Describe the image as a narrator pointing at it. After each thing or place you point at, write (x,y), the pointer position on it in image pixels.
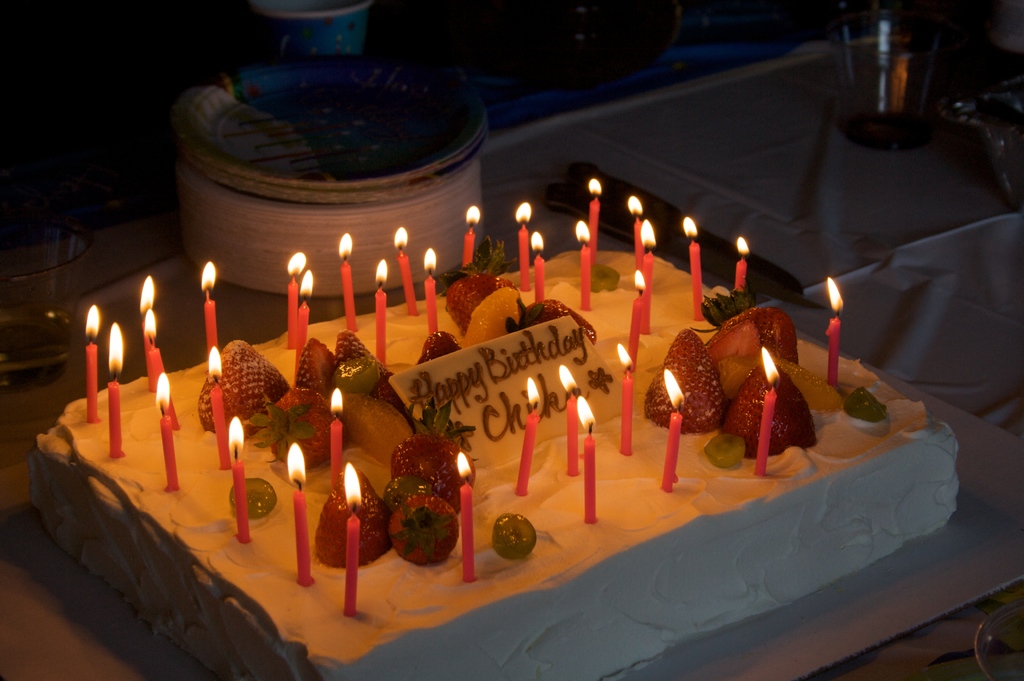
In this image we can see the group of candles (630,441), fruits (450,491) placed on a cake (639,585) kept on the table (838,236). In the background (399,167), we can see a bowl (289,39), group of plates (374,178) and glasses (919,94).
